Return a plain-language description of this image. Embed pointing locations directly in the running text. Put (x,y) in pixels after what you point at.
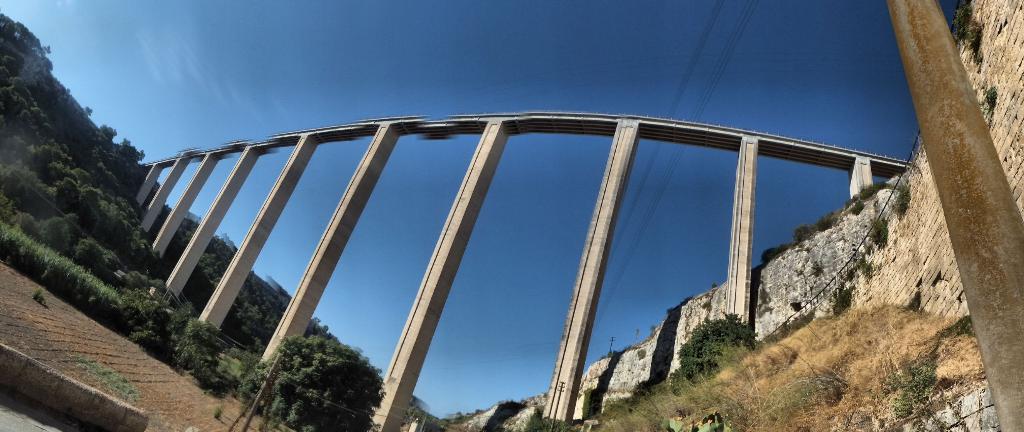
In this picture we can observe a bridge (511,127). There are some pillars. We can observe some plants (133,305) and trees (133,326) on the ground (14,315). On the right side (935,51) we can observe a pole (967,259). In the background (110,201) we can observe a hill (86,136) and a sky (181,80).
